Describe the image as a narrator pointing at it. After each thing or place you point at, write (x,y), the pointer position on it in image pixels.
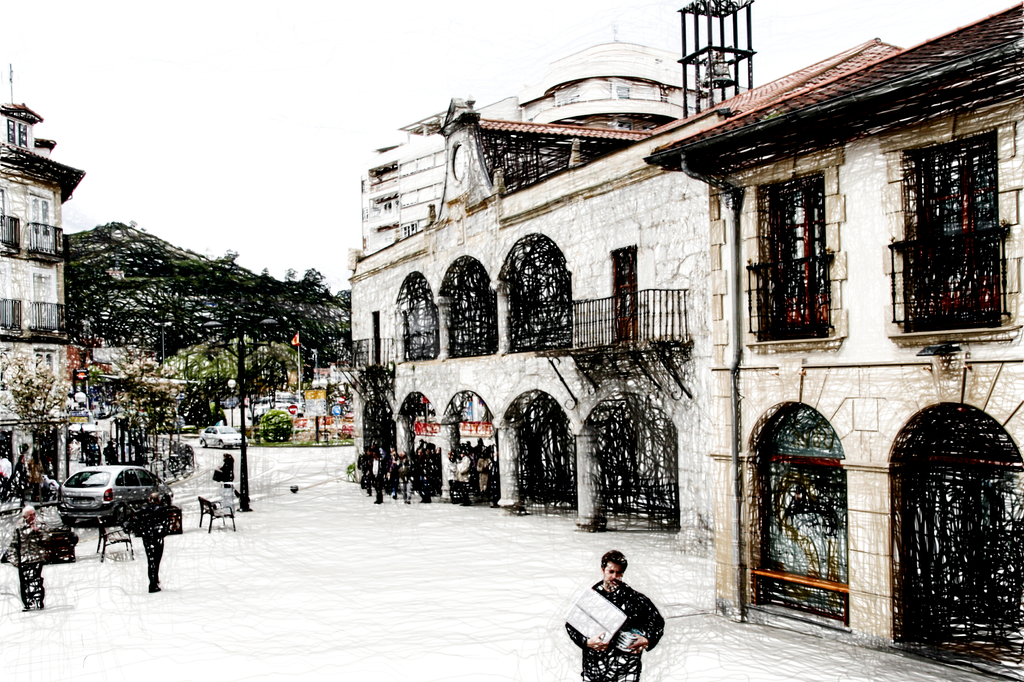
In the picture I can see people (28,579) walking on the road (325,552), vehicles (104,502) moving on the road (320,629), I can see poles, flags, buildings (417,376), trees (36,428) and the sky (331,256) in the background (185,205).
